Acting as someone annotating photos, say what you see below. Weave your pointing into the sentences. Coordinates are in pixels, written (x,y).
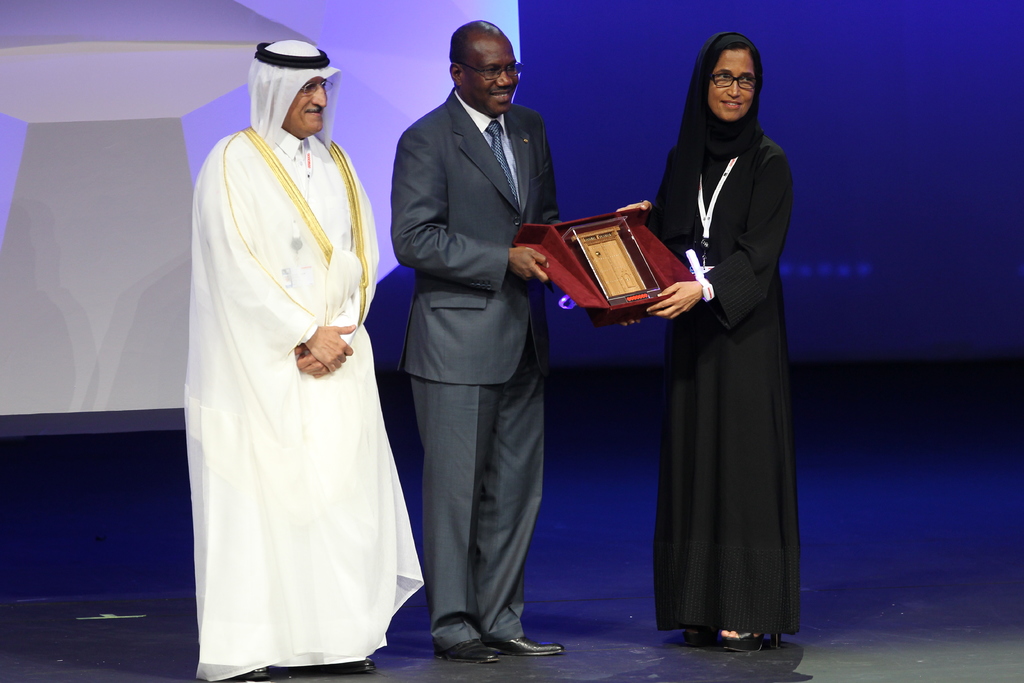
In this picture, we can see there are three people (521,367) standing on the stage (832,461) and two people (525,355) are holding a box (573,256) and in the box (559,260) there is an object (596,250). Behind the people (482,253) there is a screen (591,87).
